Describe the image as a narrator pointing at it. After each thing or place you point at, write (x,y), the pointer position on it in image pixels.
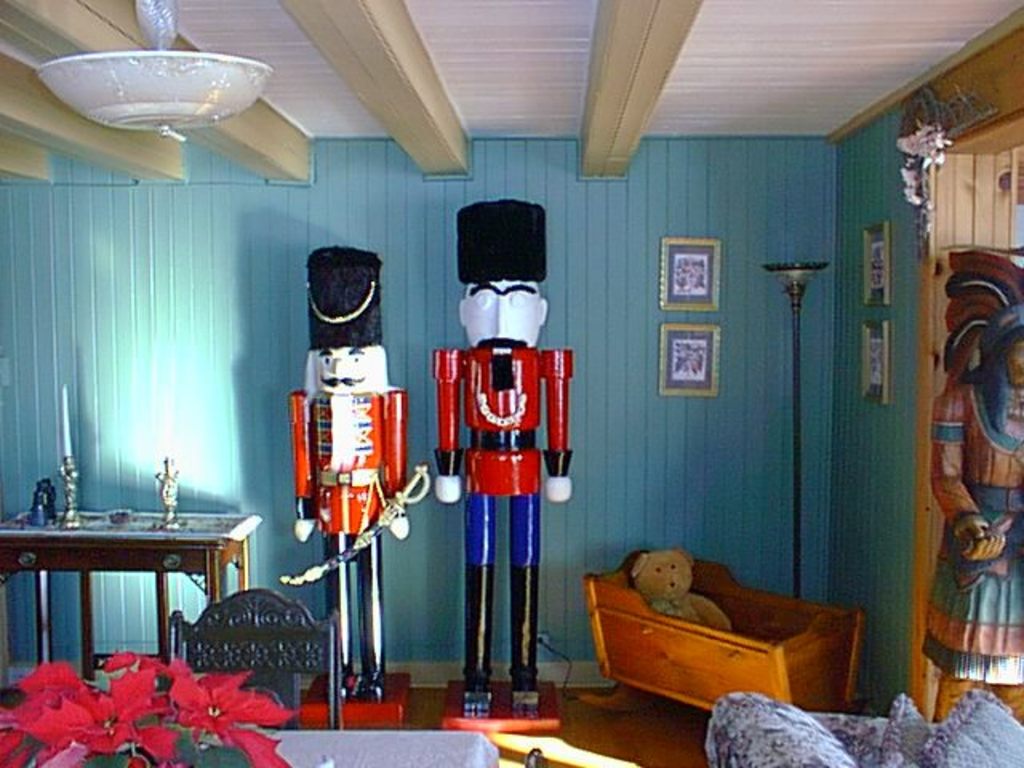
In the image we can see there are statue (305,510) of man (531,515) standing.
